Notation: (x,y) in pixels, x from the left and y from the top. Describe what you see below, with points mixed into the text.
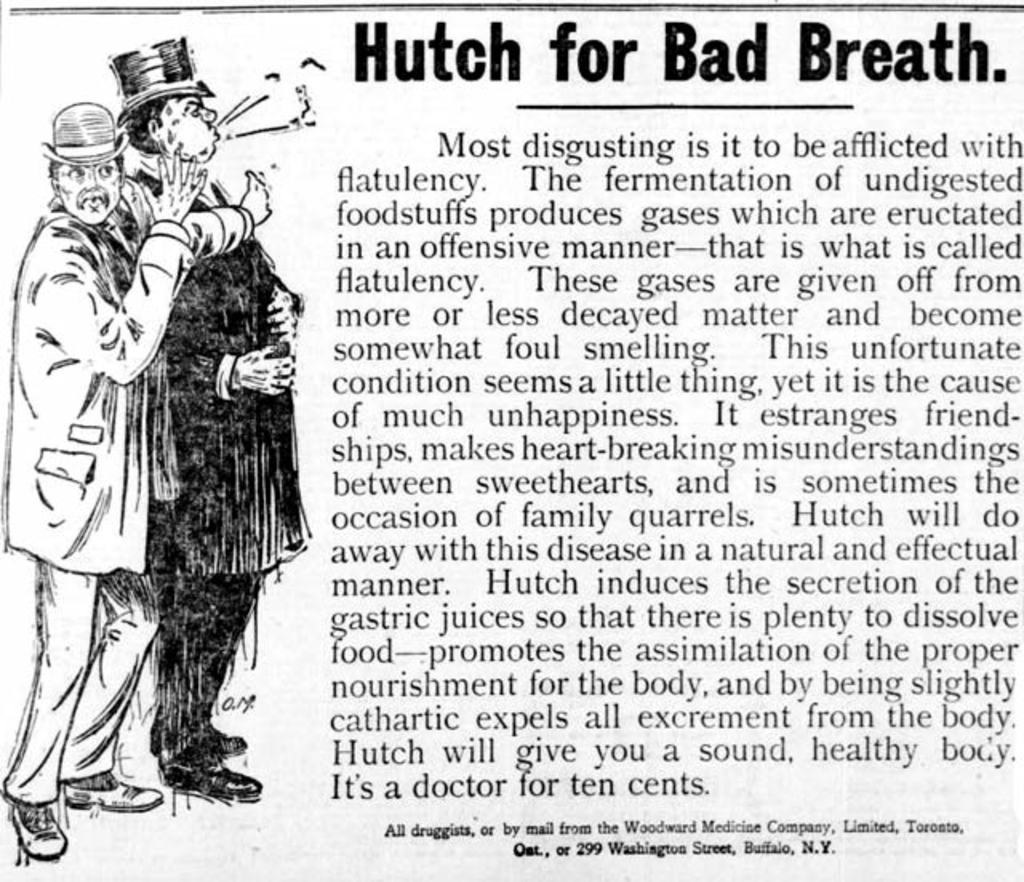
Here in this picture we can see a picture (137,227) and some text (661,198) printed on a paper (431,768).
